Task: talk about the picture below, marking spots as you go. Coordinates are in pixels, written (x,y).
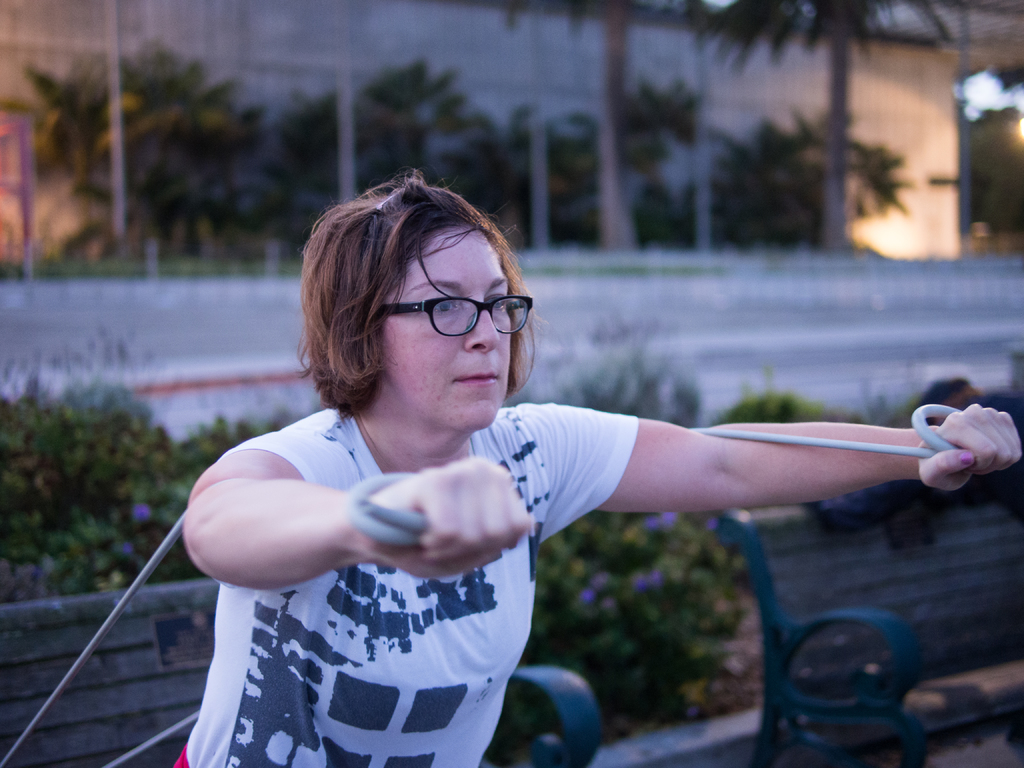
In this image I can see a person (463,574) holding some object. The person (453,599) is wearing white shirt (451,625). Background (122,494) I can see few plants (130,466) and trees (200,138) in green color.
